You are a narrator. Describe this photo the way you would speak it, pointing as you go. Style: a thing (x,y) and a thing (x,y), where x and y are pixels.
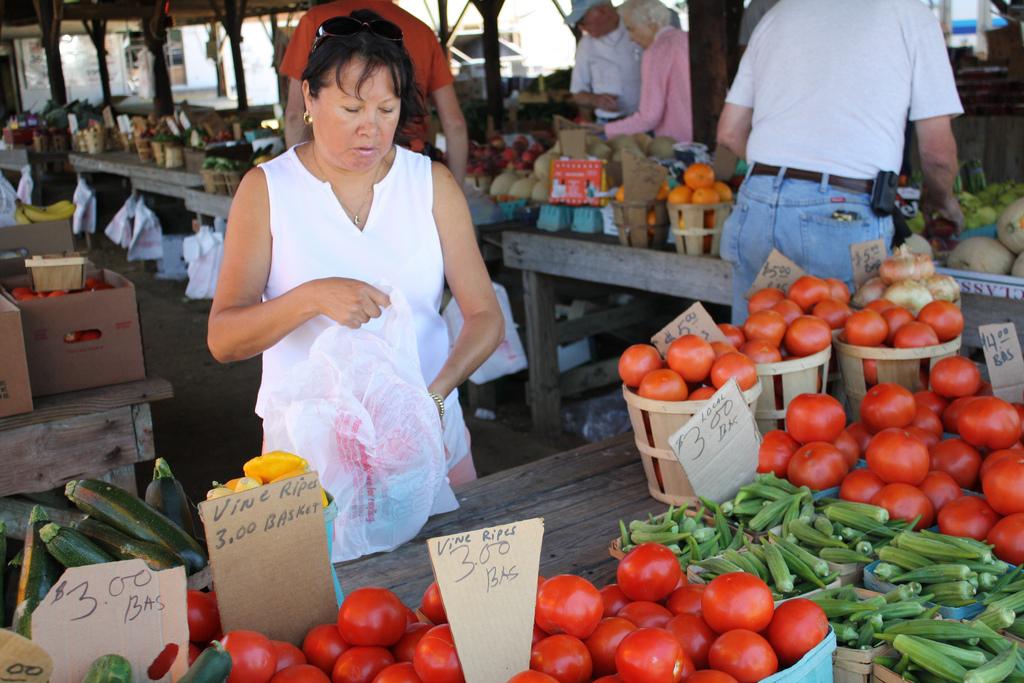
In the foreground of this image (524,515), there is a woman (357,259) holding a cover (434,476) standing near a table (590,489) on which vegetables (352,682) with price tags (487,594) on it. In the background (810,59), there are persons (683,62) standing near table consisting of vegetable baskets (49,123) under the shed (80,4). On the left (100,417), there is a table (100,417) with vegetable baskets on it.
